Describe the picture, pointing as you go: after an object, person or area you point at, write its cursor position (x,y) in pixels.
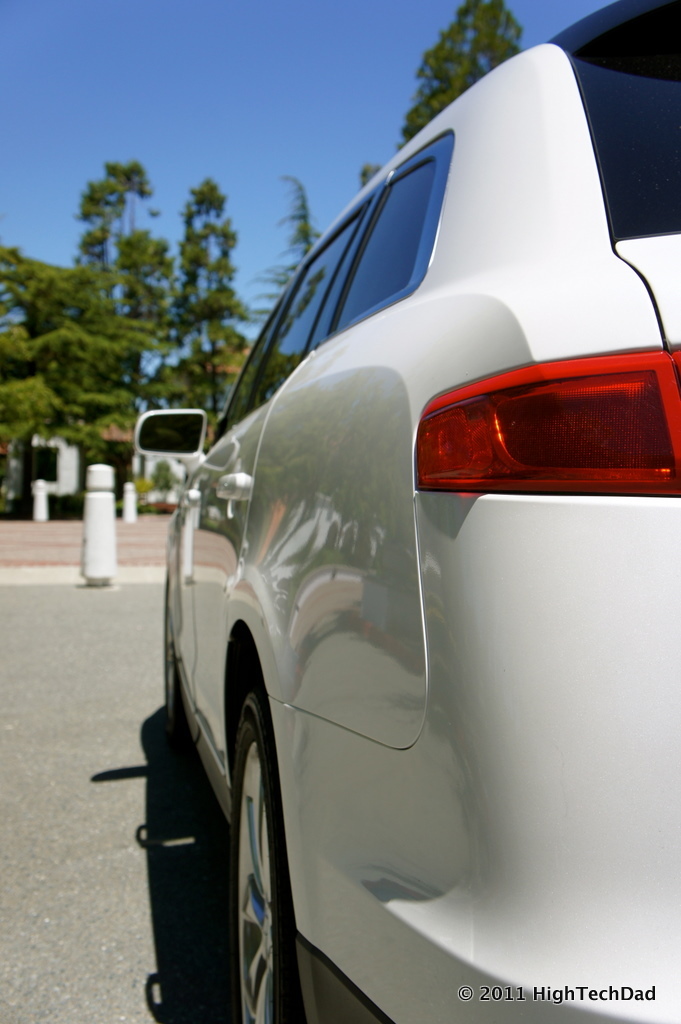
In this image we can see car (571,617). In the back (99,503) there are small poles (91,511). Also there are trees (80,467). In the background (182,71) there is sky (122,100). In the right bottom corner (533,998) there is watermark (622,996).
